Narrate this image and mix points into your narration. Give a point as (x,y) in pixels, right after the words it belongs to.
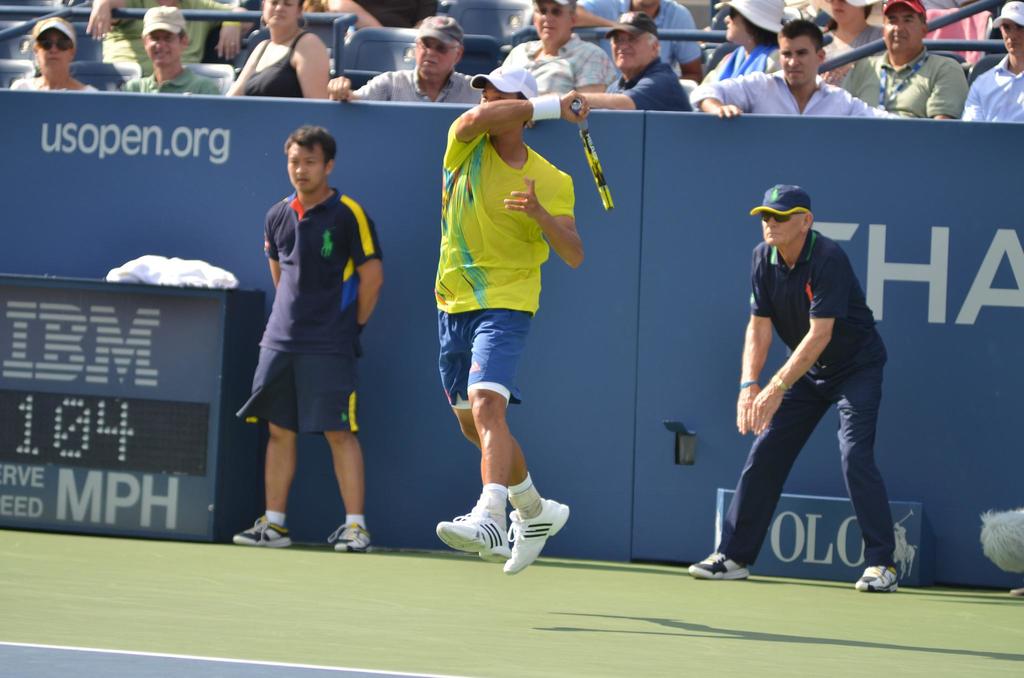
In this image there is a person (471,408) holding the tennis racket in his hand (568,105). Behind the person (463,240) there is a ball boy (325,327) and a line judge (782,368). Behind them there is a banner (348,189). In the background of the image (276,43) there are few spectators (595,45) on the stand (486,46). On the left side of the image (184,382) there is a speedometer (141,383).
